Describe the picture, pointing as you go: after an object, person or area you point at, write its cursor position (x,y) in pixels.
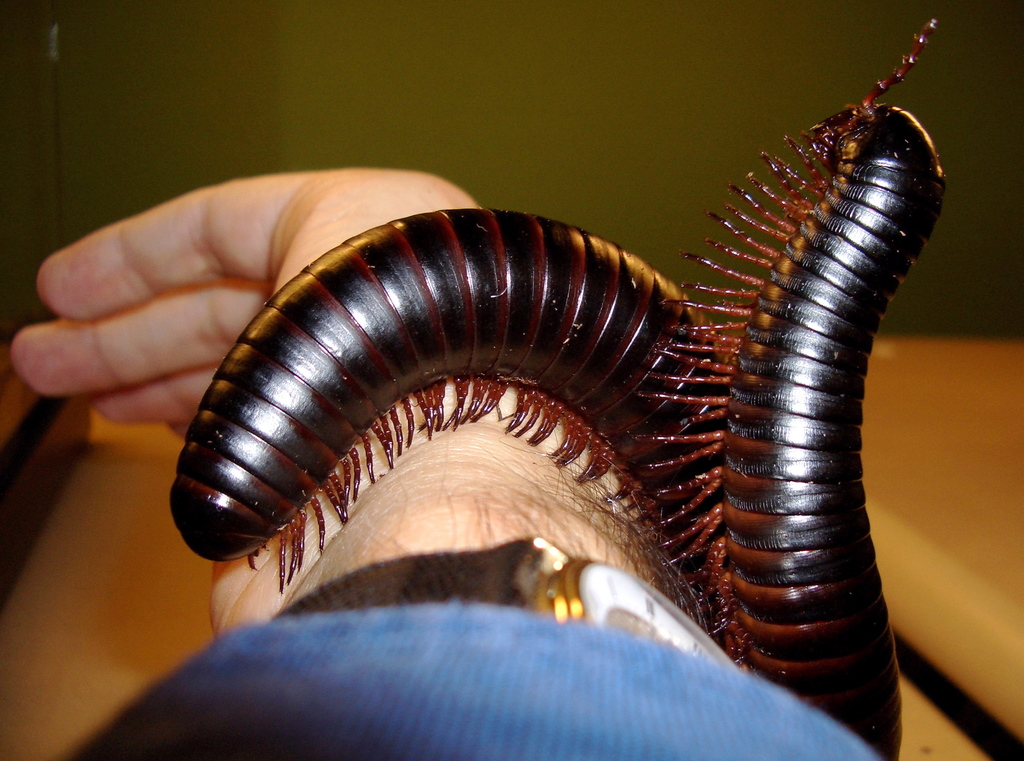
In the image we can see a hand (362,190), on the hand (366,215) there are some insects (570,291). Background of the image (718,26) is blur.
